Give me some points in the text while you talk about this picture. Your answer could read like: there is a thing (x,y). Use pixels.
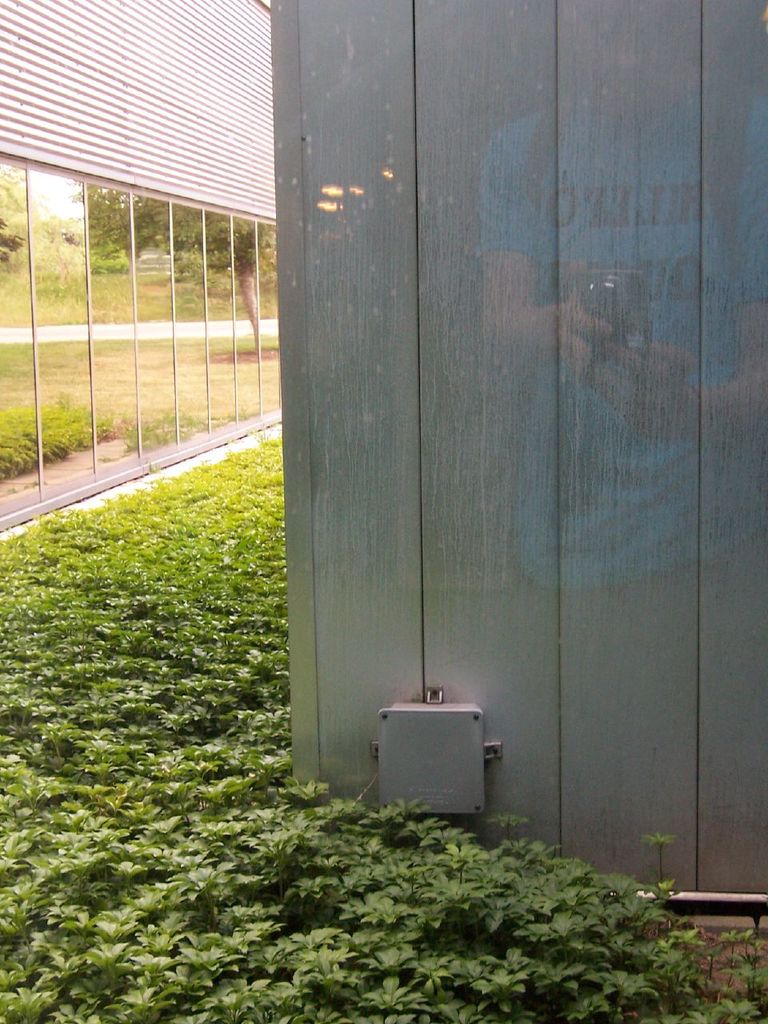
In the center of the image (491,354) we can see trees (271,239), grass (221,371), plants (220,526), one solid structure (413,327), windows (257,242) and a few other objects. and we can see the reflection (581,459) of a person (505,296) on the wall (388,383). And we can see the person (699,510) is standing and he is holding some object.
